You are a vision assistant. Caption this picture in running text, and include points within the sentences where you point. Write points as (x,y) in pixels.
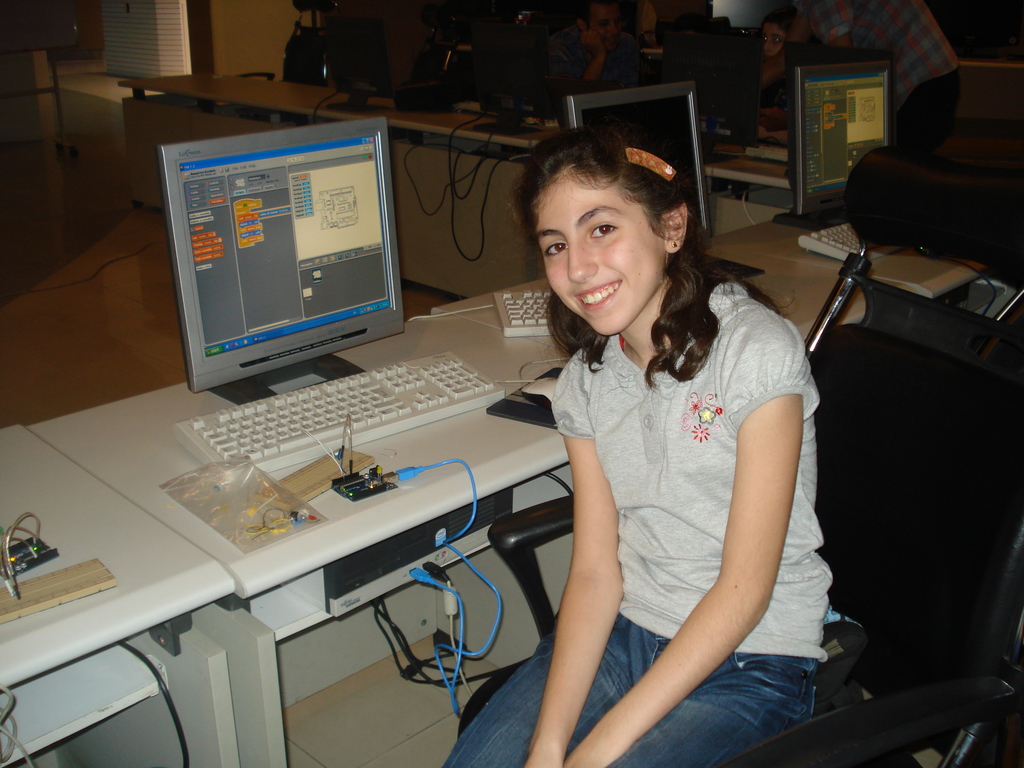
In this picture, there is a woman (638,315) who is sitting on the chair (946,498) and smiling. There is a computer (305,287) and keyboard (331,407) on the table (516,455). There is a packet (239,511) on the table (191,517) as well. There are group of people (876,45). A man (620,40) is sitting on the chair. A woman (771,43) is sitting on the chair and another man (916,66) is standing.
